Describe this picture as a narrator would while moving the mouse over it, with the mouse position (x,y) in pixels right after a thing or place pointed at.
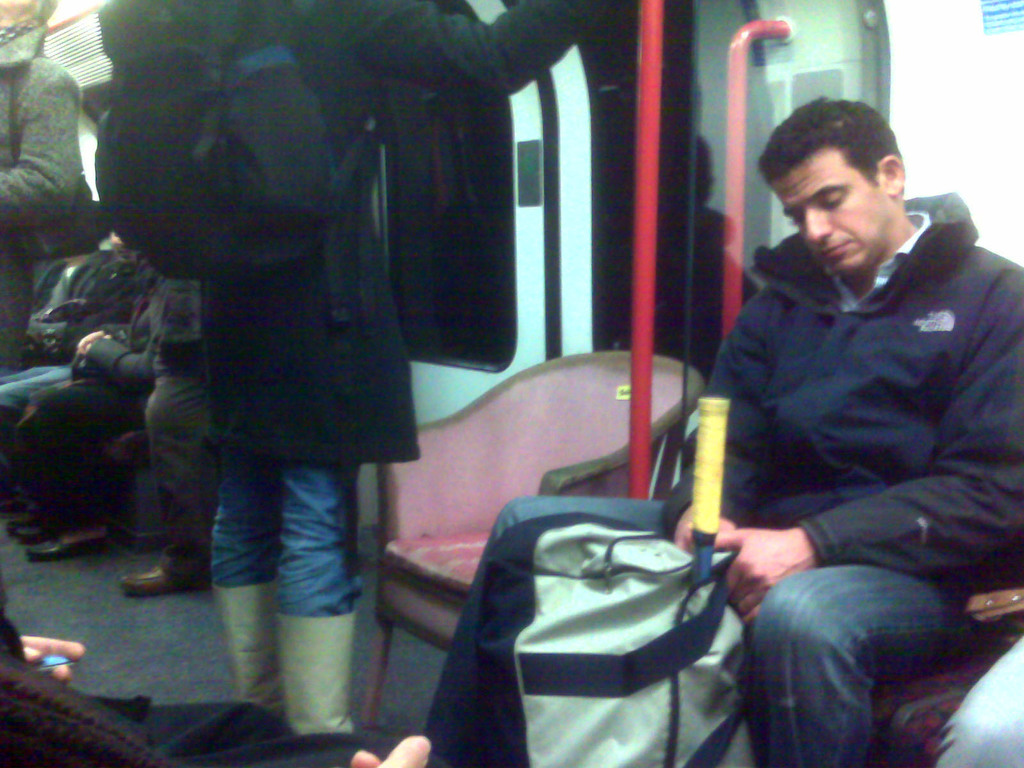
In the picture, there is a person (876,504) sitting on a chair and he is holding some kit (597,615) with his hand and beside him another person (374,320) is standing by holding a pole (636,350), there are also few other people (20,151) beside them, some of them are sitting and some of them are standing.
